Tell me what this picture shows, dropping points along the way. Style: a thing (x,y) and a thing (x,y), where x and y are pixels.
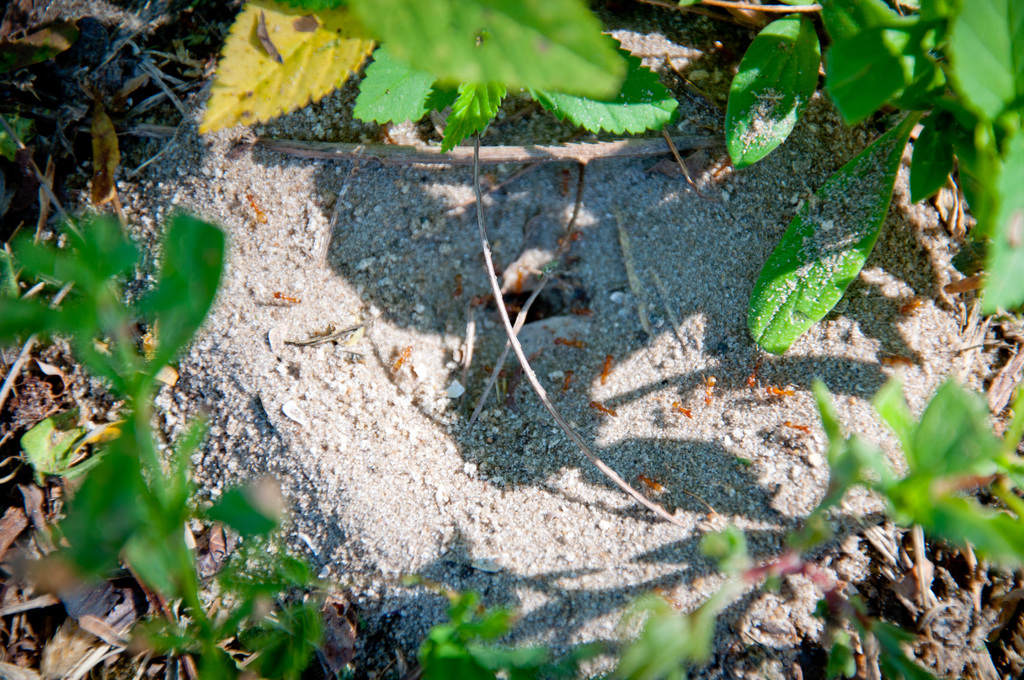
In this image we can see plants (213,639) and dried leaves (189,532). In the middle (643,279) we can see the ants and the ground (547,325).
